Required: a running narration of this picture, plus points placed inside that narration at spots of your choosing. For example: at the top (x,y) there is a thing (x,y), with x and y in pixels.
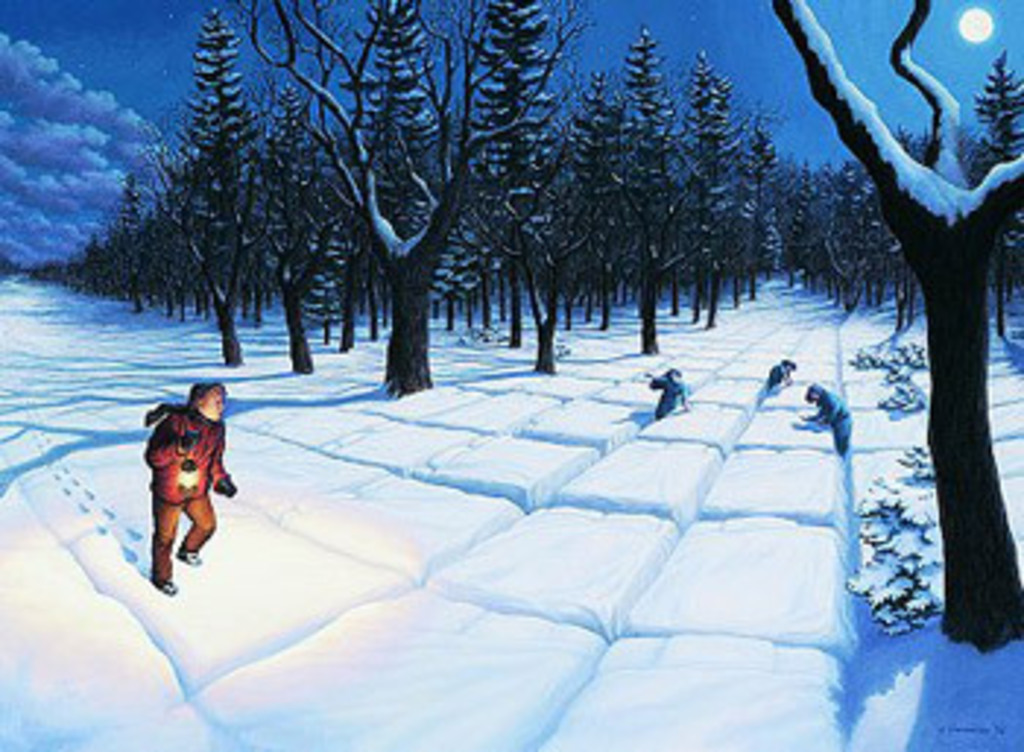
This looks like an animated image. There are trees (575,182) in the middle (553,275). There is sky (437,65) at the top (430,48). There is a moon (970,37) in the top right corner (961,20). There are some persons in the middle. There is ice (510,612) in this image.
